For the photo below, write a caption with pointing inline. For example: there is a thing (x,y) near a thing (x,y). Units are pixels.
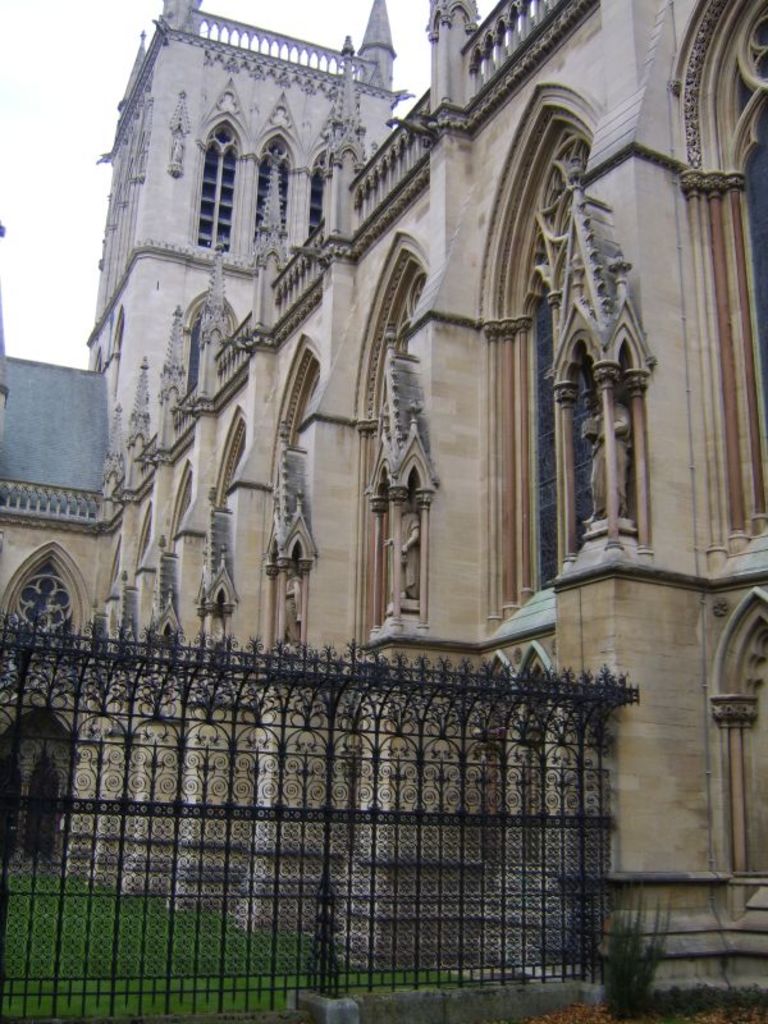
In this image we can see a building (370,405), a metal railing (189,921), grass (201,999) and the sky (79,309) in the background (41,211).
